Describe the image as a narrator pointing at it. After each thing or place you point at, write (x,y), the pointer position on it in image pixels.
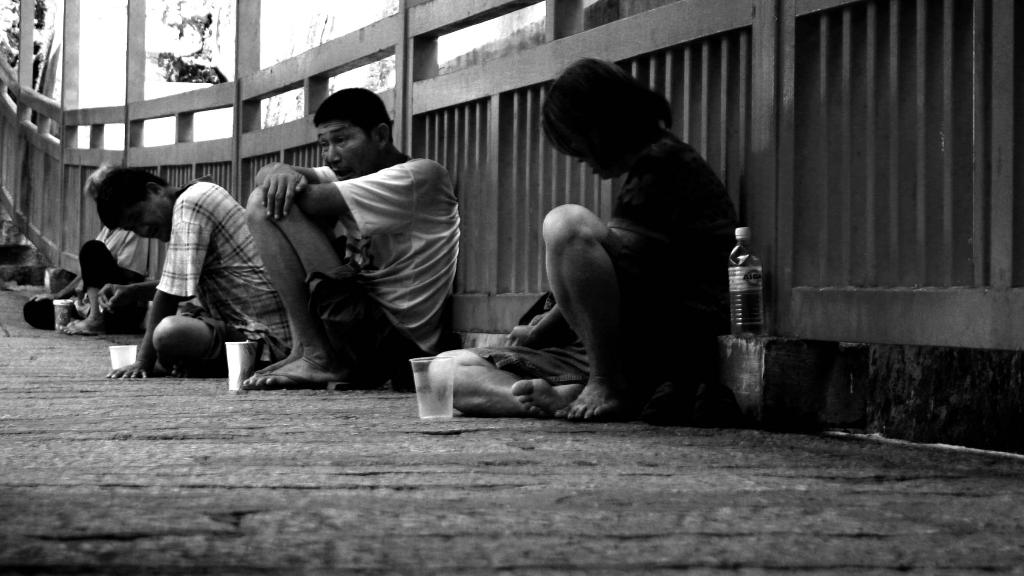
In this image there are four people (301,219) sat on the surface (323,413), leaning into a wooden fence (541,178), there are four glasses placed each one in front of them.
